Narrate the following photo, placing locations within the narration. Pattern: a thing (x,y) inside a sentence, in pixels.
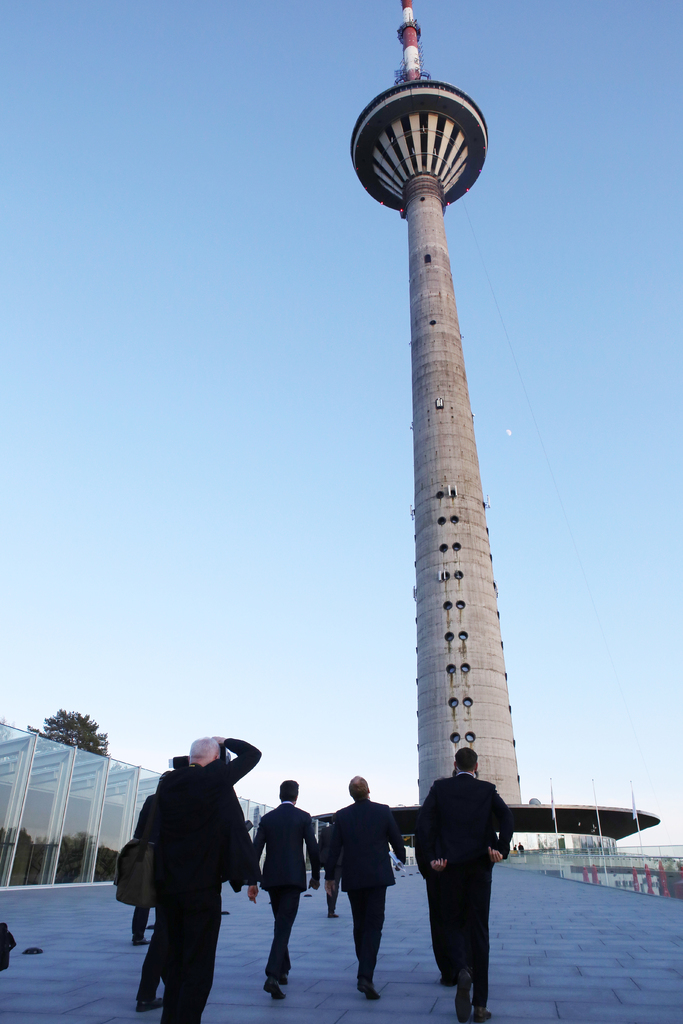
This picture describes about group of people (356,783), few (193,830) are standing and few (352,796) are walking, in front of them we can see few glasses (62,821), trees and a tower (427,447).
